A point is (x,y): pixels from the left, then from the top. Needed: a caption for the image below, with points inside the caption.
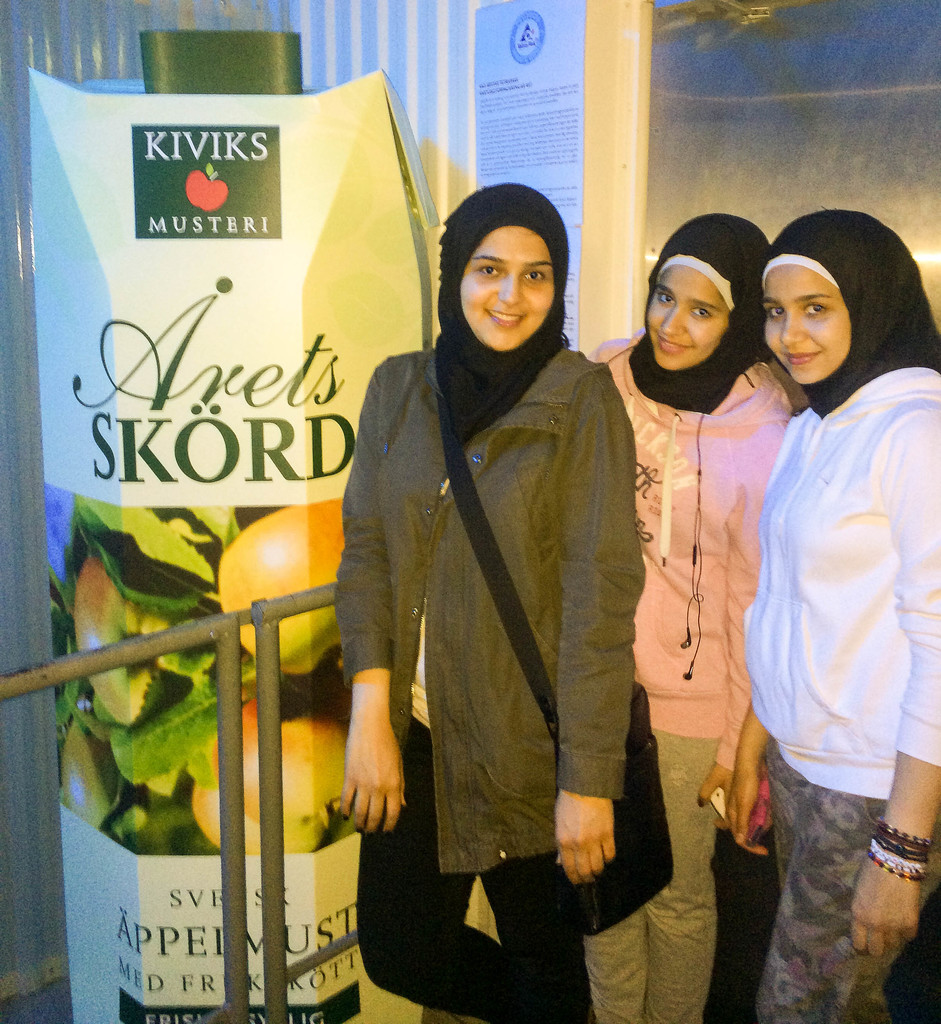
In this image I can see three persons (617,639) standing and posing. There are boards (536,112) and also there are iron rods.
